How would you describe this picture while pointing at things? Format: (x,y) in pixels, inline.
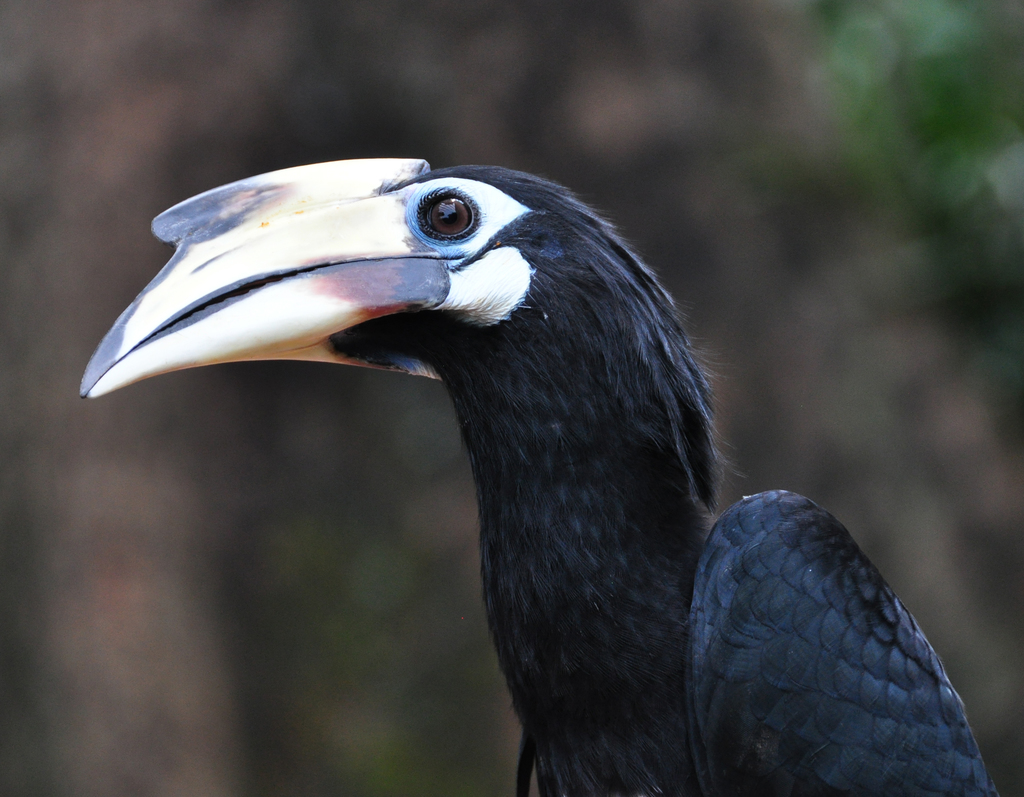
In the picture we can see a part of the bird (611,678) which is black in color with long beak (178,284) and behind the bird (562,682) we can see some plants (962,270) which are not clearly visible.
